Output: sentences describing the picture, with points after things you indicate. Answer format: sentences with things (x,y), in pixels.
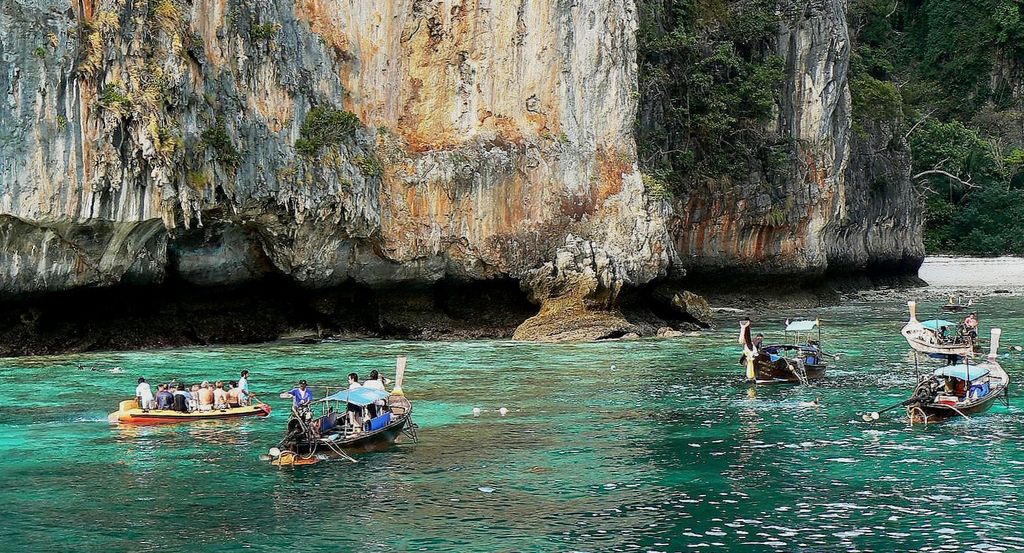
In this image I can see few boats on the water (210,377). I can also see group of people (208,390) some are standing and some are sitting in the boat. Background (480,165) I can see few plants (722,173) in green color and I can see the rock (492,158).
